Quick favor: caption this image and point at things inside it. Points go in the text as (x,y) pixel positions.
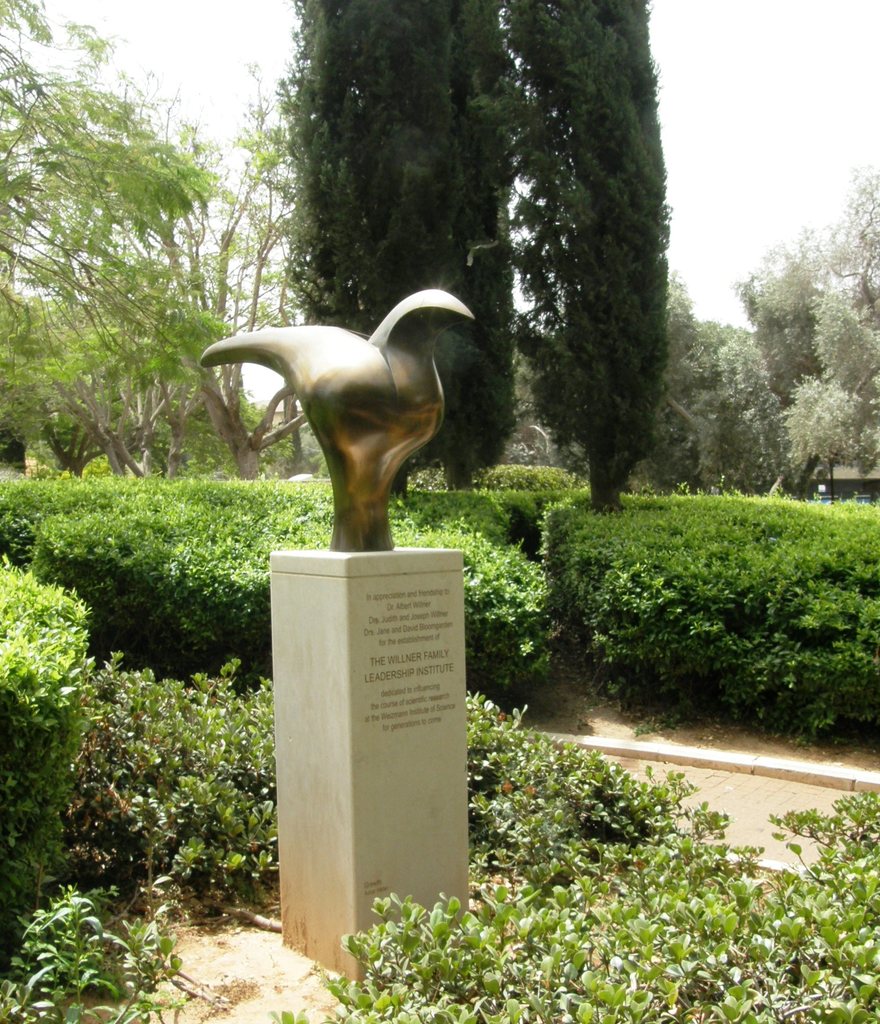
In this image, we can see some green color plants (502,796) and tree (483,264), at the top (748,125) there is a sky (760,244).
